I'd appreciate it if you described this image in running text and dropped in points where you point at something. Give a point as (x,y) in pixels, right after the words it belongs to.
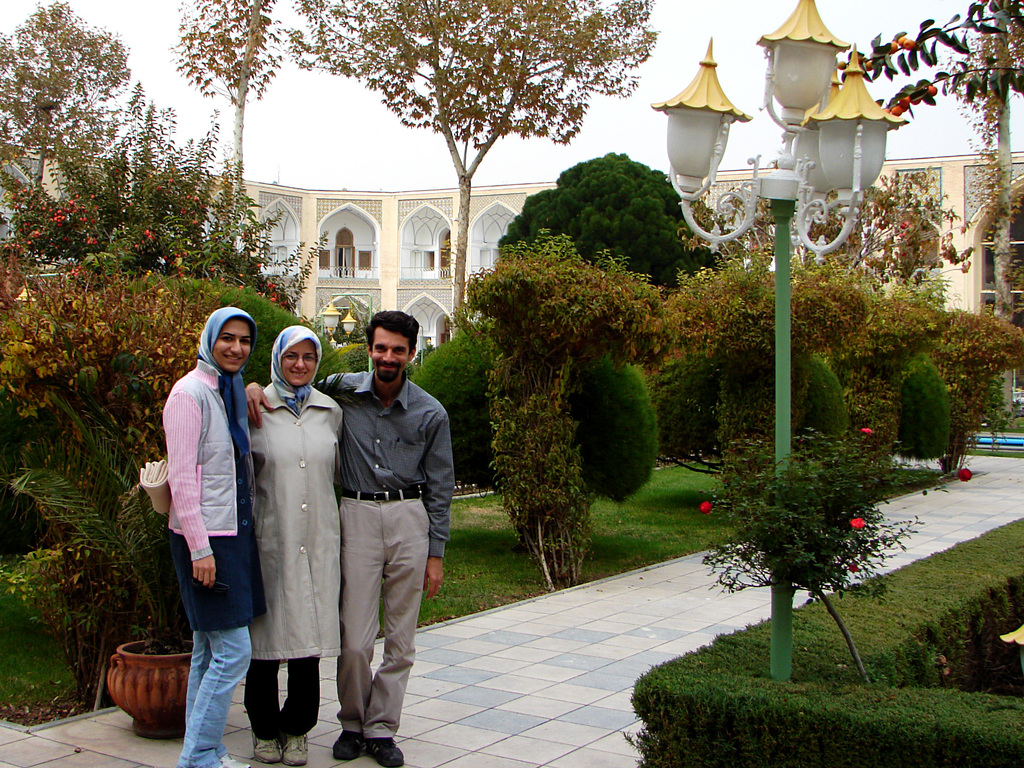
In the image there are two arab women (240,456) and a man (347,589) standing on the floor (961,503) with plants (542,423) and garden (493,533) on either side of it with a lamp (755,182) on the right side (787,644), in the background (377,239) there is a building (1018,218) and above its sky (627,125).
